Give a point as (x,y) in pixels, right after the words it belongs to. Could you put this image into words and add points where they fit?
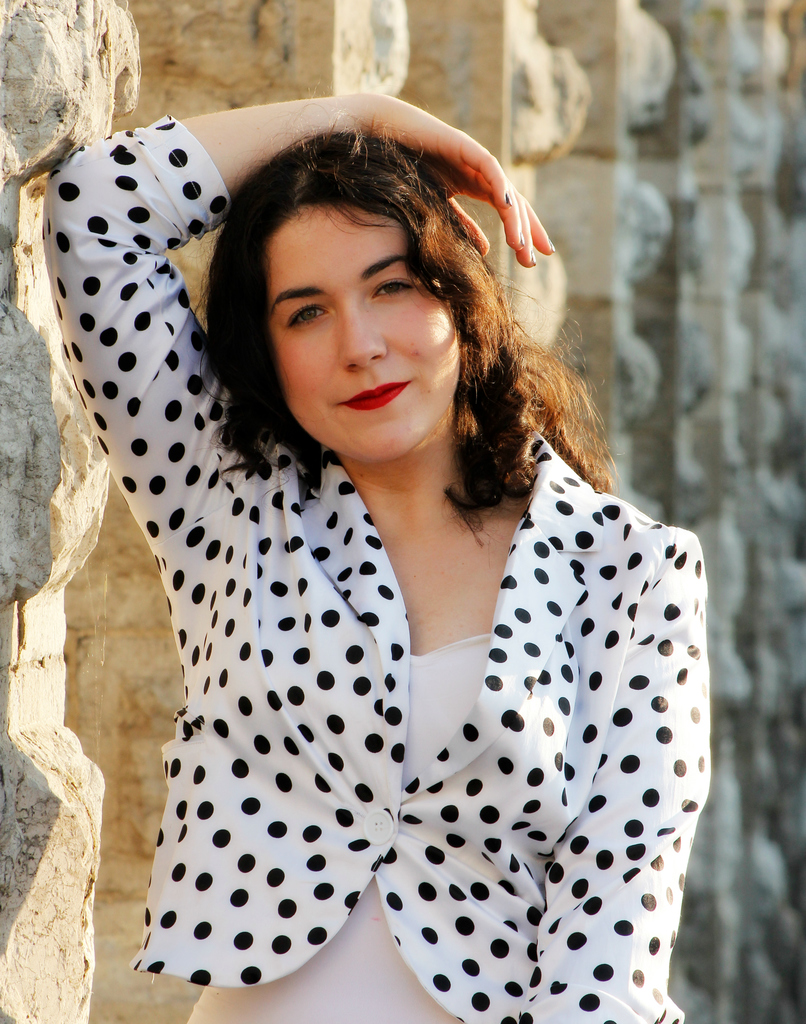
In this image in front (214,861) there is a person (416,704). Behind her there are pillars (685,358).
